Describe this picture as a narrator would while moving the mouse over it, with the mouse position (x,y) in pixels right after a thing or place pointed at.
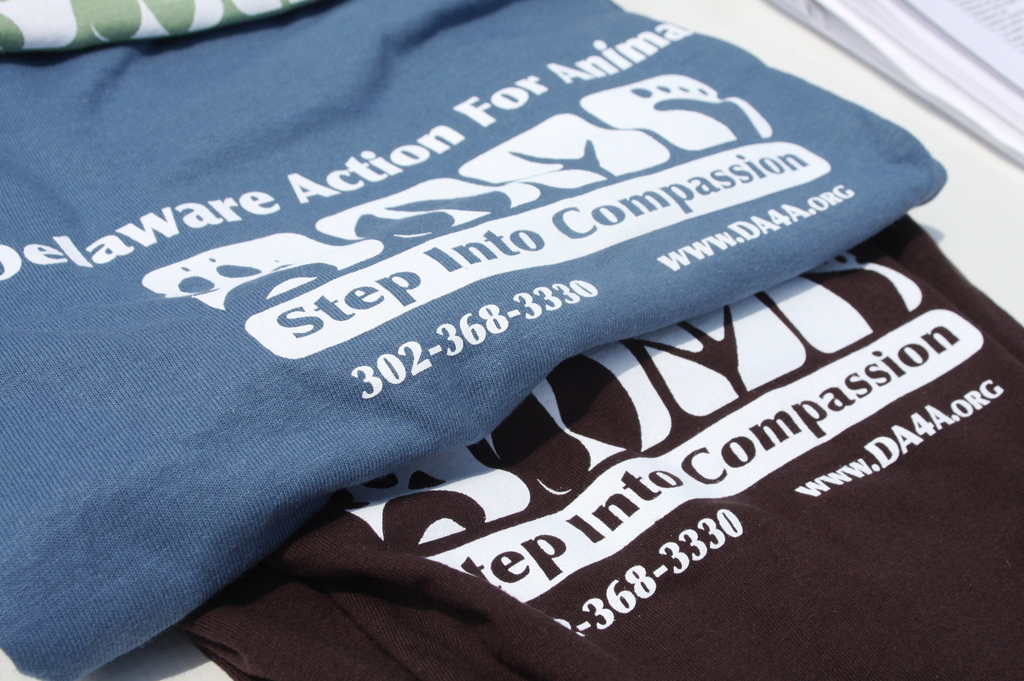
In this image there are clothes (411,365) with words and numbers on it, and there is a book (874,57) on the table (874,77).
